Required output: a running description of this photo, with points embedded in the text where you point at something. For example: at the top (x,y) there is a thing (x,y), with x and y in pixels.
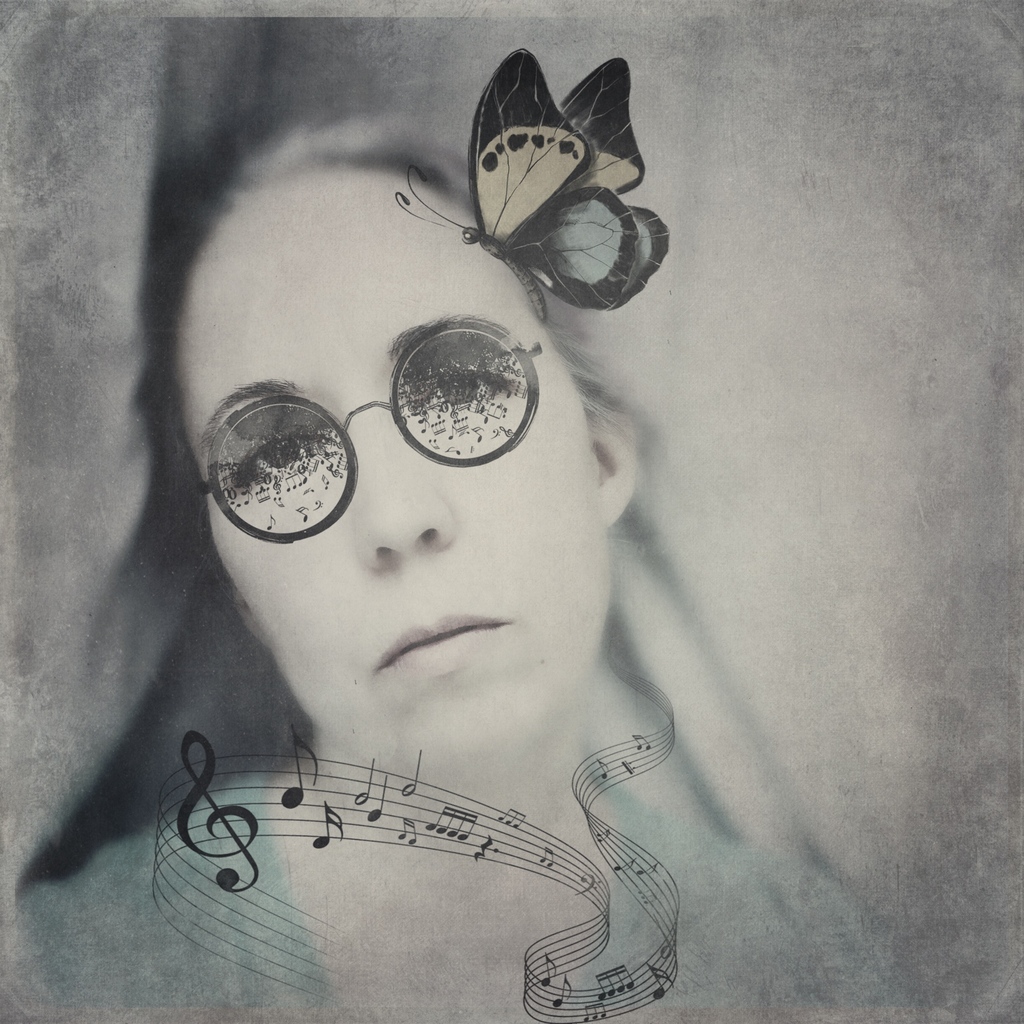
In this image I can see the edited pic of a woman (414,709) wearing goggles (331,424) and I can see a butterfly (551,157) which is black, cream and blue in color. I can see few black colored lines (196,788) on the image.
